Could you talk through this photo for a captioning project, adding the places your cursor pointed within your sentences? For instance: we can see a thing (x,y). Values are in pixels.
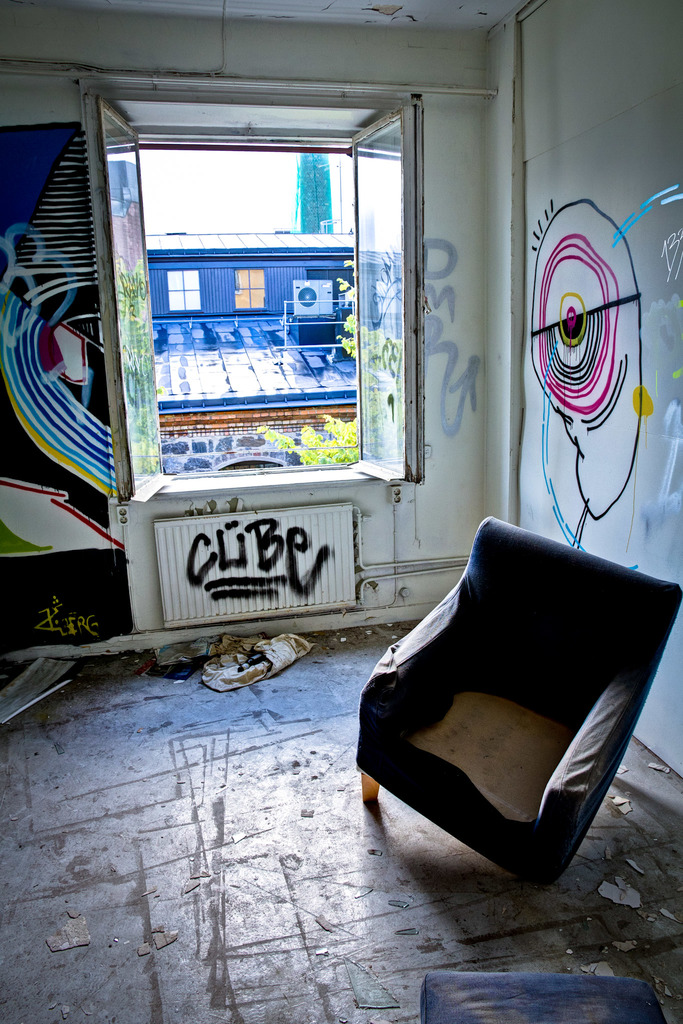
In this image in the front (501,641) there is a sofa (531,719) and on the right side (557,390) on the wall (607,383) there is a painting (625,374). In the background (170,428) there is a window (154,471) and behind the window (370,321) there are leaves (351,438) and there is a building (265,325) and there is a tower (310,207) and on the left side of the window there is a painting (72,334) on the wall (71,344) and there is some text (259,555) written below the window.
